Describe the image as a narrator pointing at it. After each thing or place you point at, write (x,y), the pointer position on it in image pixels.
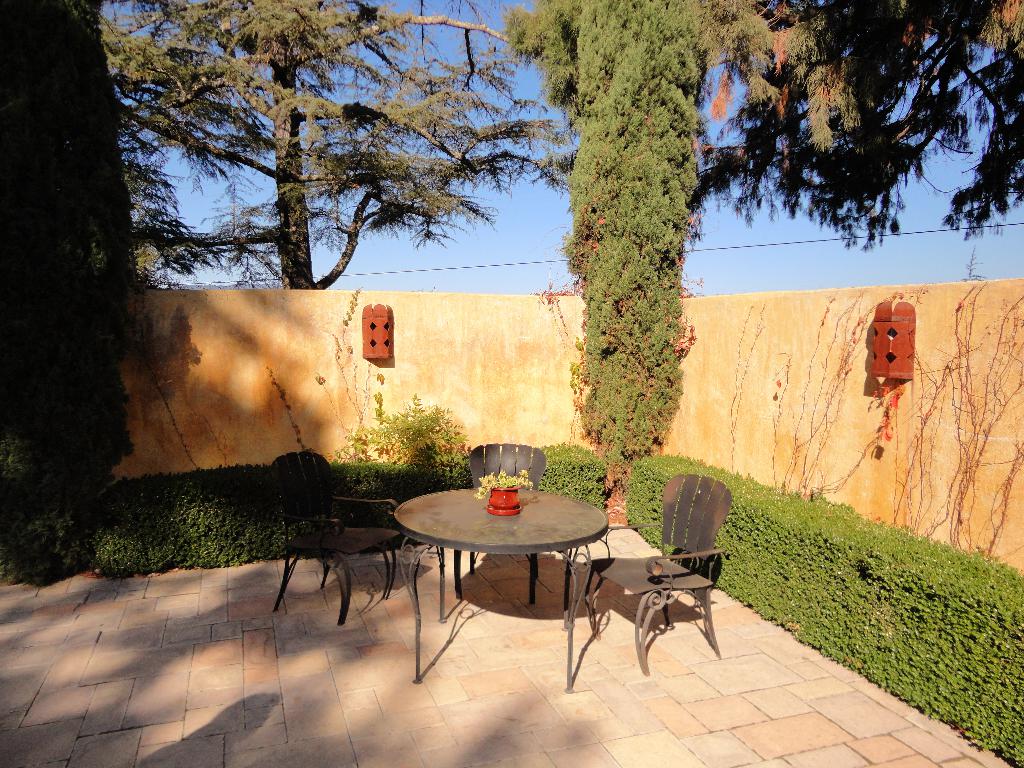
In the picture we can see a path (211,767) with some chairs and table (468,510), on the table (480,523), we can see a flower pot (487,507) which is red in color and in the background (546,481), we can see some plants (599,477), and wall (287,448) and behind we can see a wall (270,448) and some trees (183,125) and sky (734,262).
